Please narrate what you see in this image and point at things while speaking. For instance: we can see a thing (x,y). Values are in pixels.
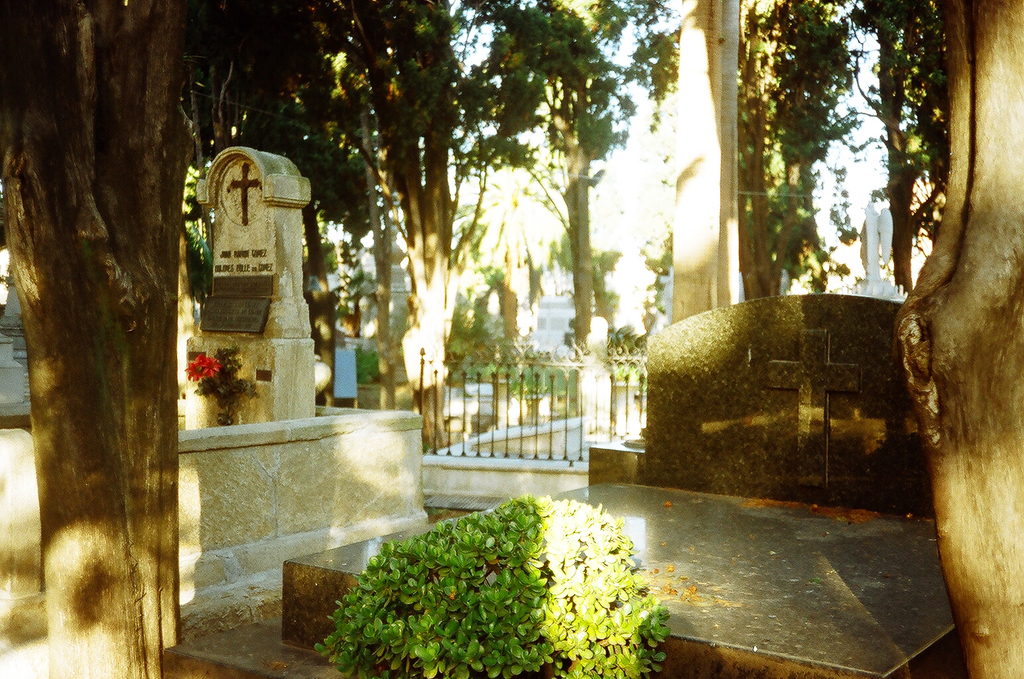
This picture might be taken inside a graveyard (775,402). In this image, on the right side (1022,19), we can see a wooden trunk (1019,11), we can also see cemetery (848,583), plants (409,675). On the left side (114,332), we can also see a wooden trunk (173,545), cemetery (204,444), plant (224,374) with flower (212,369). In the background (330,27), we can see some trees (765,30).
